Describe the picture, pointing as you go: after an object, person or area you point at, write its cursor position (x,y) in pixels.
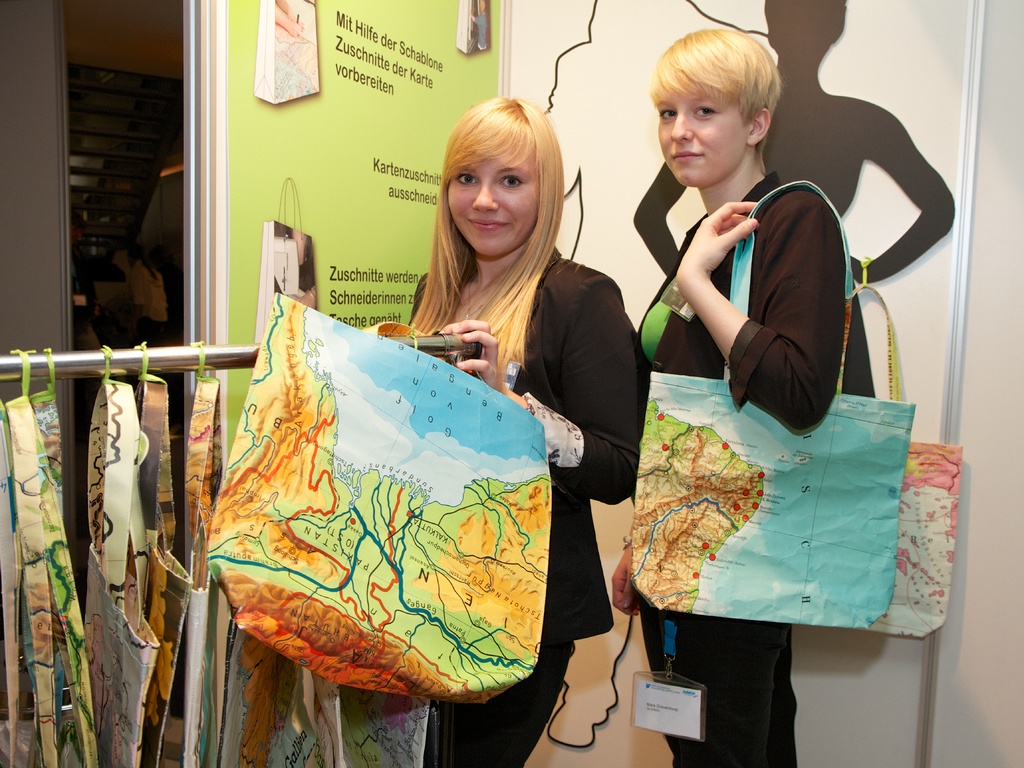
In this picture there were two women (782,276) in black blazers (577,377) and black pants (685,617). there were holding bags (765,460) and maps (547,505) printed on them. To the left bottom (171,645) there were bags (104,562) hanging to a pole (219,368), to the left top (141,126) there is a dark area (103,104) with stairs (90,138). In the background (355,53) there is a wall (631,41), some pictures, bags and text (348,57) printed on it.
